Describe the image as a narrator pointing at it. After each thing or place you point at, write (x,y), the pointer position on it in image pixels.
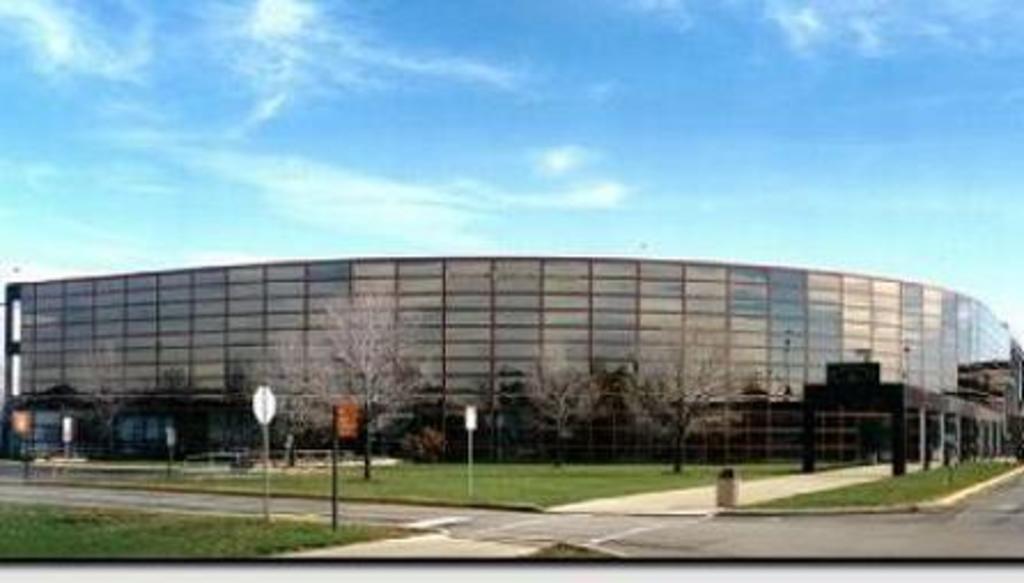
In this picture we can see some grass (220,533) on the ground (304,501). There are a few boards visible on the poles (24,460). We can see a few trees (680,398) and a building (526,282) in the background (581,292). Sky (652,92) is blue in color and a few clouds (487,68) are visible in the sky (537,229).
